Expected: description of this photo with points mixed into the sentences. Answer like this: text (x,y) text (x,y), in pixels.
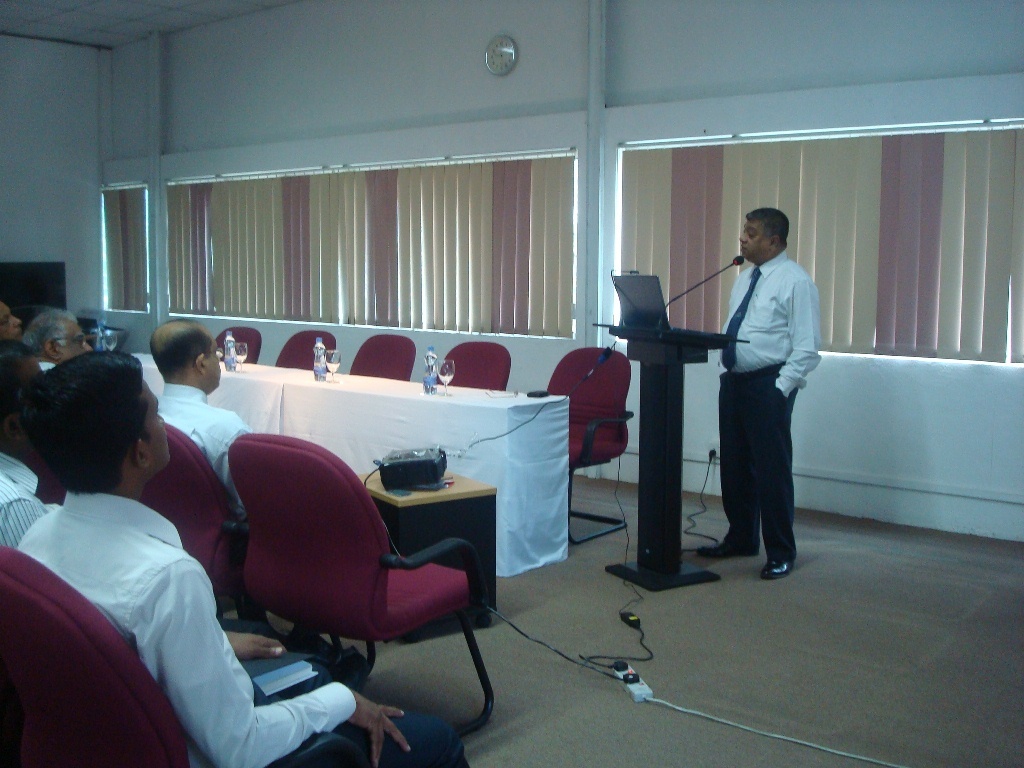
In the image I can see a person (741,361) who is standing in front of the desk (687,335) on which there is a mic (675,301) and a laptop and to the side there are some chairs (36,629) in front of the tables (449,410) on which there are some bottles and also I can see some other people (138,579) who are sitting on the chairs (241,566).
